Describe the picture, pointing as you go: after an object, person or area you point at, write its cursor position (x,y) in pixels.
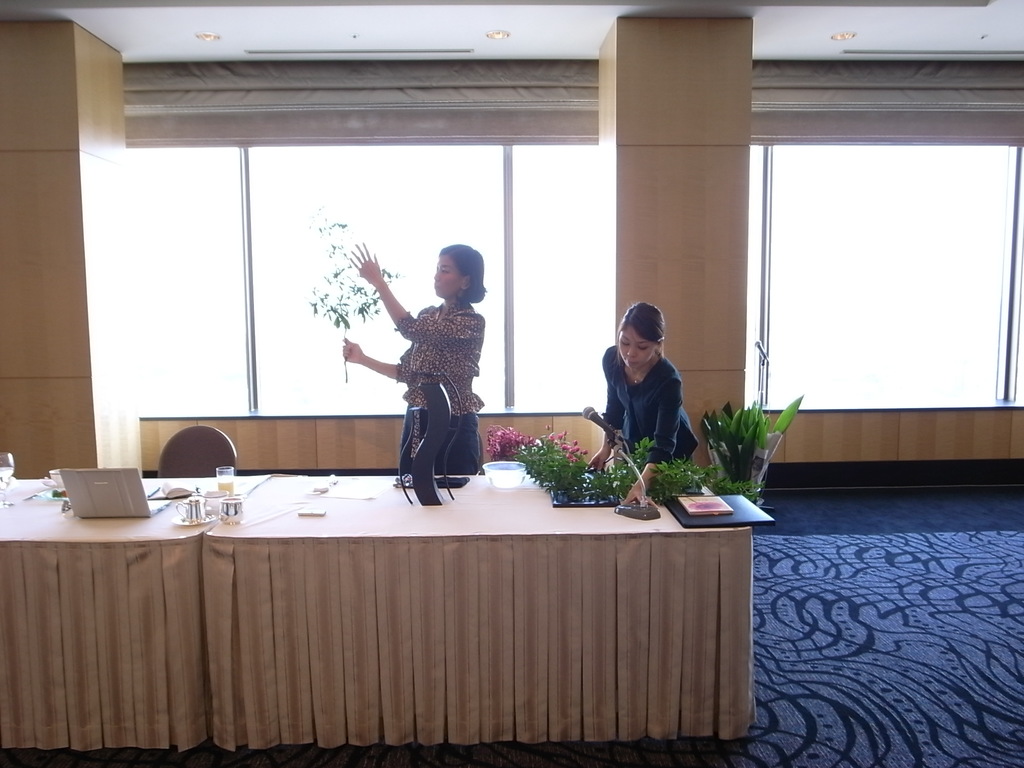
These two persons (480,344) are standing. This person (434,375) holding plant (336,291). We can see table (370,541) and chair (207,455). On the table (371,522) we can see microphone (588,417) with stand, plant (577,463), book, glass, laptop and things (67,498). This is floor (876,621). On the background (952,198) we can see glass window (877,238). On the top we can see lights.
